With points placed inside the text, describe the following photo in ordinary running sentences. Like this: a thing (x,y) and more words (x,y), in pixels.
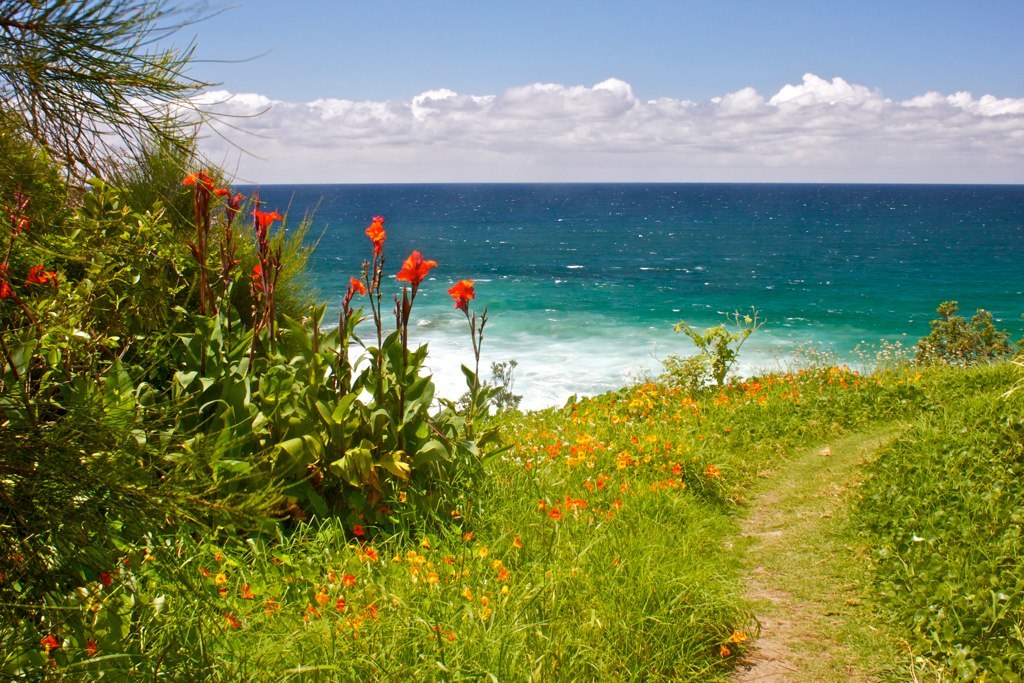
In this image there are plants (557,501) with flowers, water (739,241), and in the background (382,65) there is sky (598,181).
